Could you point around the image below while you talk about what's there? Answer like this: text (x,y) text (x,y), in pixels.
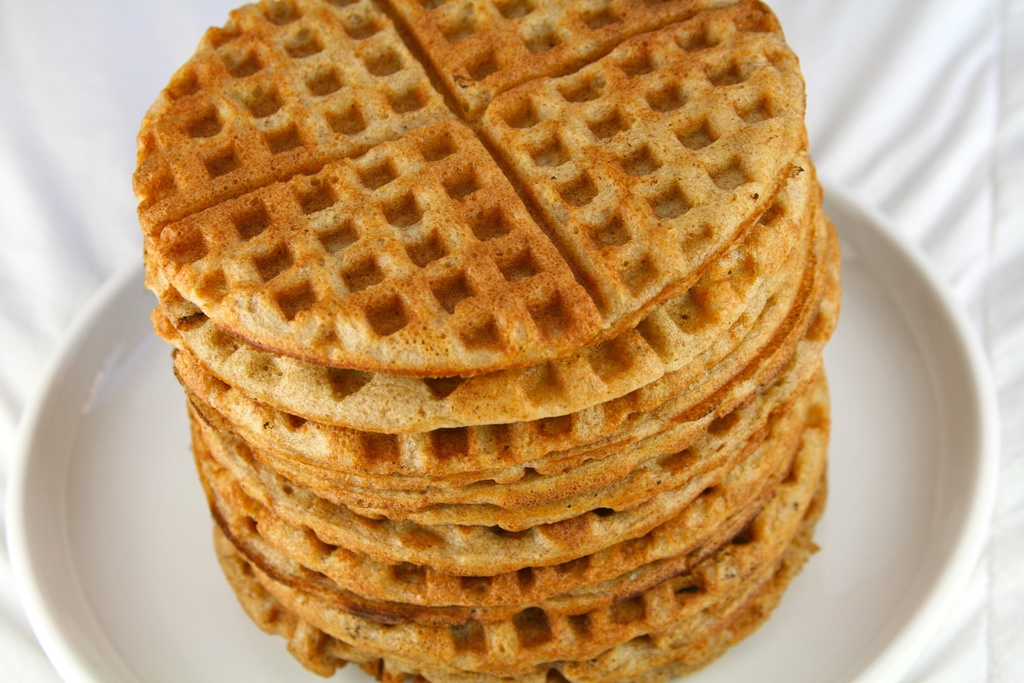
In this image there are some waffles (408,379) kept on white color plate (103,450).
